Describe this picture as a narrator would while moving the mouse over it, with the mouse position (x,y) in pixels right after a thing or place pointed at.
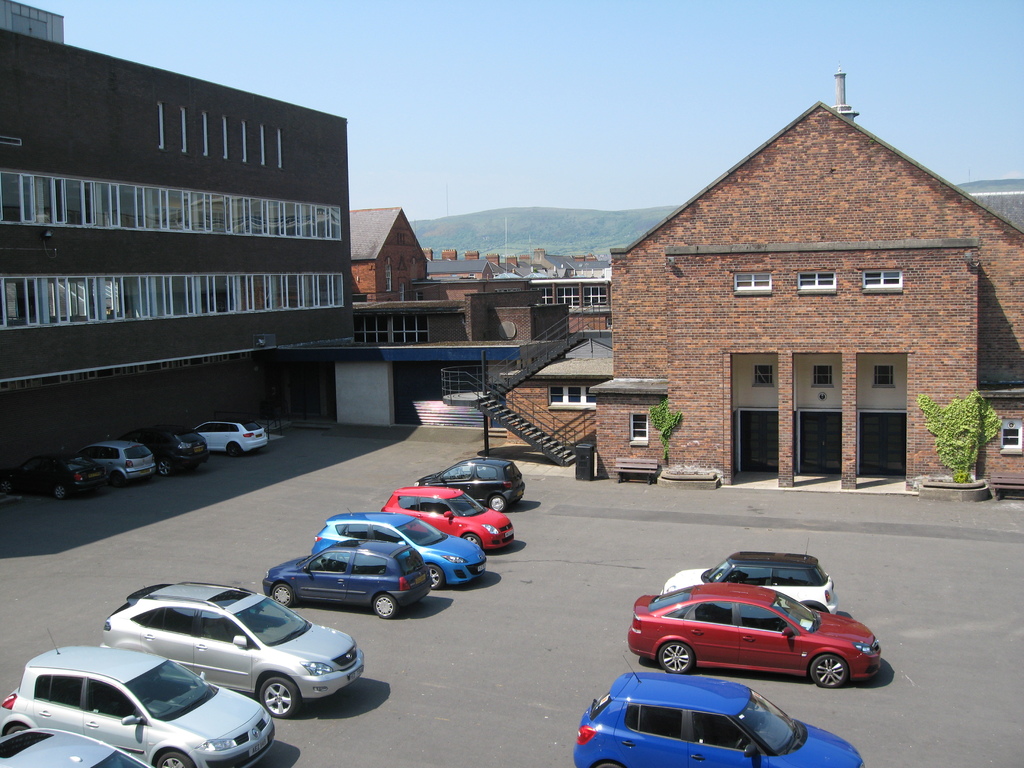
In this image there are a few cars (388,503) parked in front of a building (471,329), in the background of the image (419,292) there are buildings (460,265) and mountains (525,248).
